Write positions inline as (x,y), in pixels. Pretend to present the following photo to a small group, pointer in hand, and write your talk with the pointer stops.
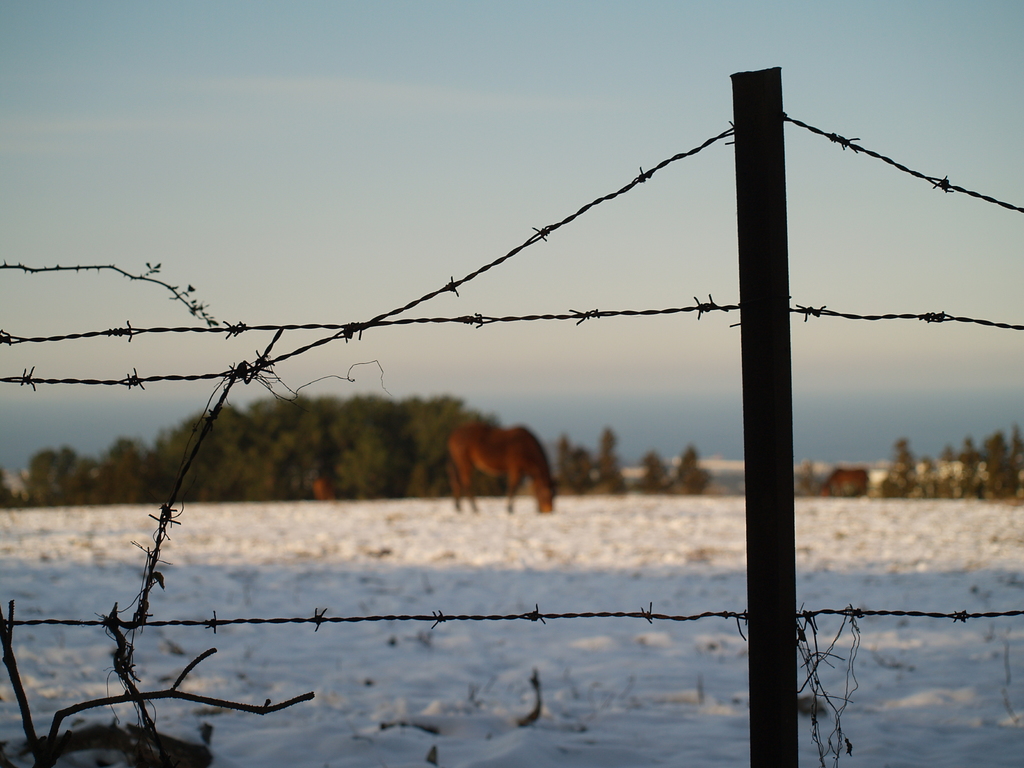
In this image we can see the wire fence (765,767). The background of the image (526,469) is slightly blurred, where we can see a horse (515,452) on the ground (852,580), we can see trees (208,446) and the pale blue color sky (540,254) in the background (596,254).
